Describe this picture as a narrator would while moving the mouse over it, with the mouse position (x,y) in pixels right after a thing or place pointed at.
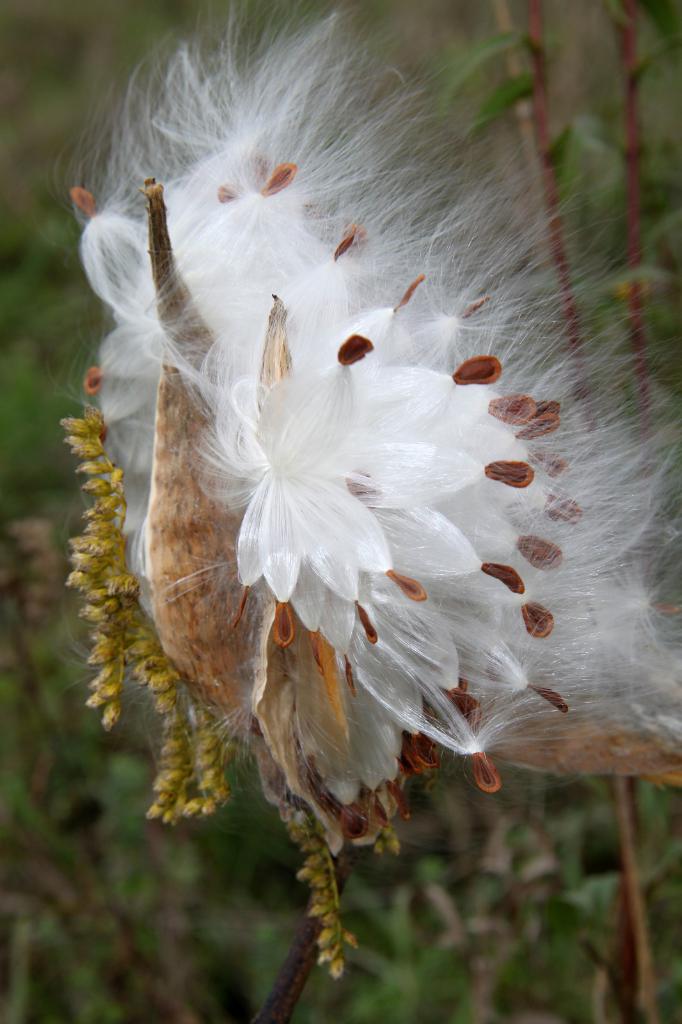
In this image I can see a flower (317,462) which is white and brown in color and in the background (573,159) I can see few plants (573,159) which are green in color.
